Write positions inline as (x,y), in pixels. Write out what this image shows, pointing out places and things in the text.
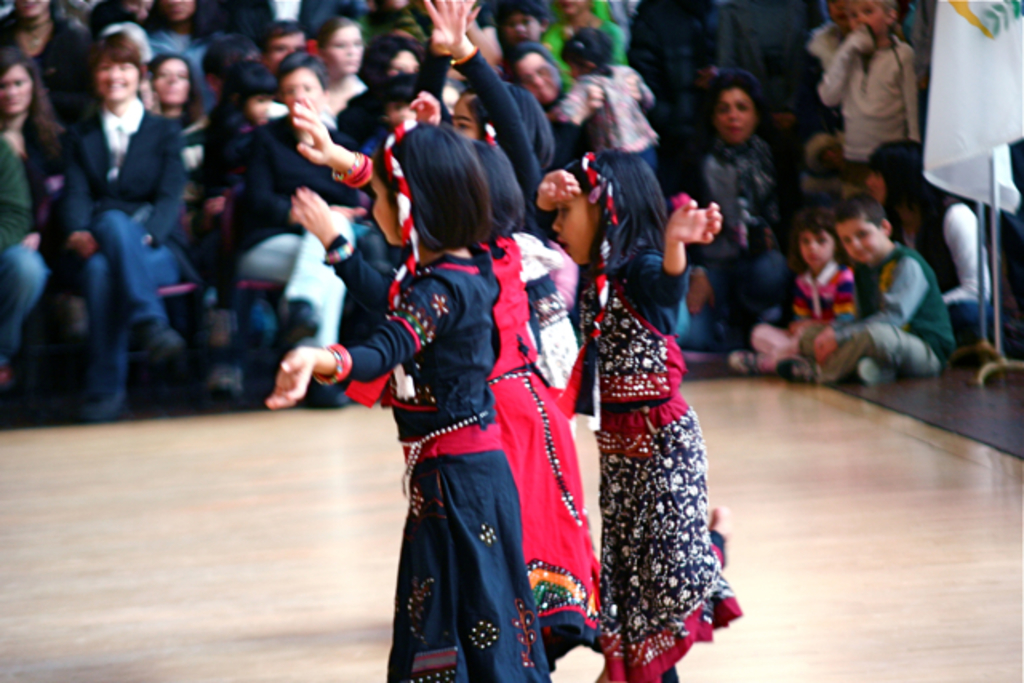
There is a group of kids (532,430) standing on the floor (293,504) as we can see at the bottom of this image (283,517). We can see the crowd (199,144) in the background (692,126). There is a flag (971,148) on the right side of this image (975,167).
